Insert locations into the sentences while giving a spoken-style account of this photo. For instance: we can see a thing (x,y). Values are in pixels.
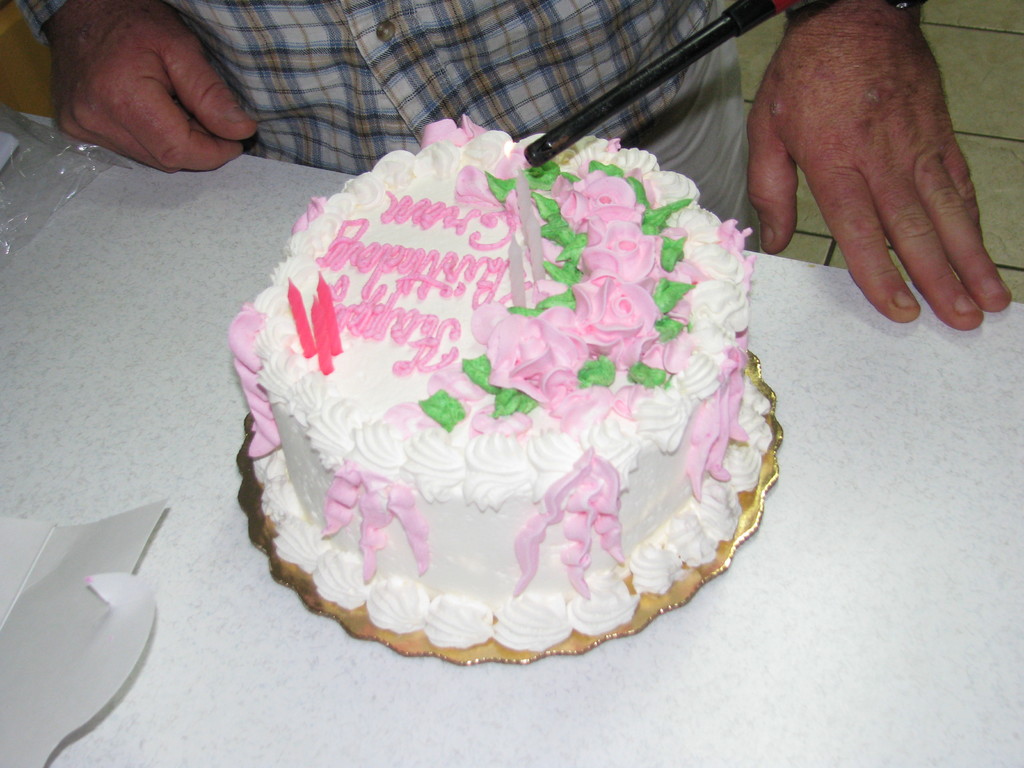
In this picture we can see a person (582,55) is standing in front of a table (734,633), there is a cake (588,474) and a cover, there are some candles (531,257) present on the cake (415,319).
